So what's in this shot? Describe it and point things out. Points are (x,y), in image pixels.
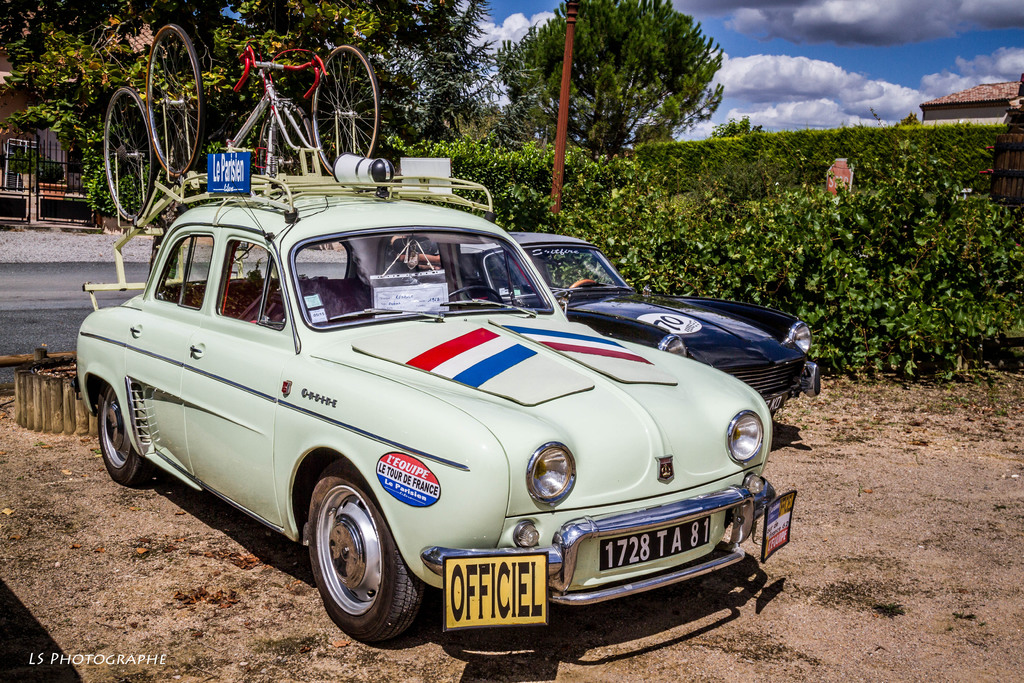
We can see cars (339,437) on the surface (86,483) and we can see bicycle (268,63) on this car (328,209). We can see plants (821,189) and pole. In the background (57,164) we can see trees (140,54), roof top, gate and sky (844,97) is cloudy.
